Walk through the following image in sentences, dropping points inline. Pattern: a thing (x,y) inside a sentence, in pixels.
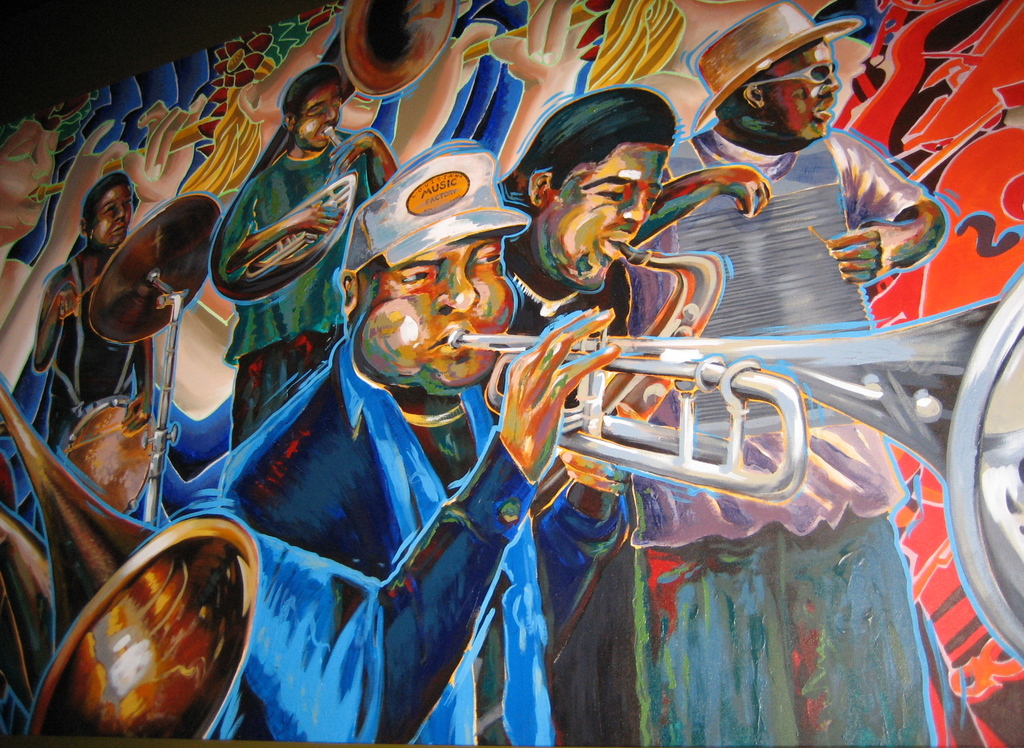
In this picture I can see there is a painting (415,253) and in the painting (289,476) there are few people (494,451) playing the musical instruments (350,213).
